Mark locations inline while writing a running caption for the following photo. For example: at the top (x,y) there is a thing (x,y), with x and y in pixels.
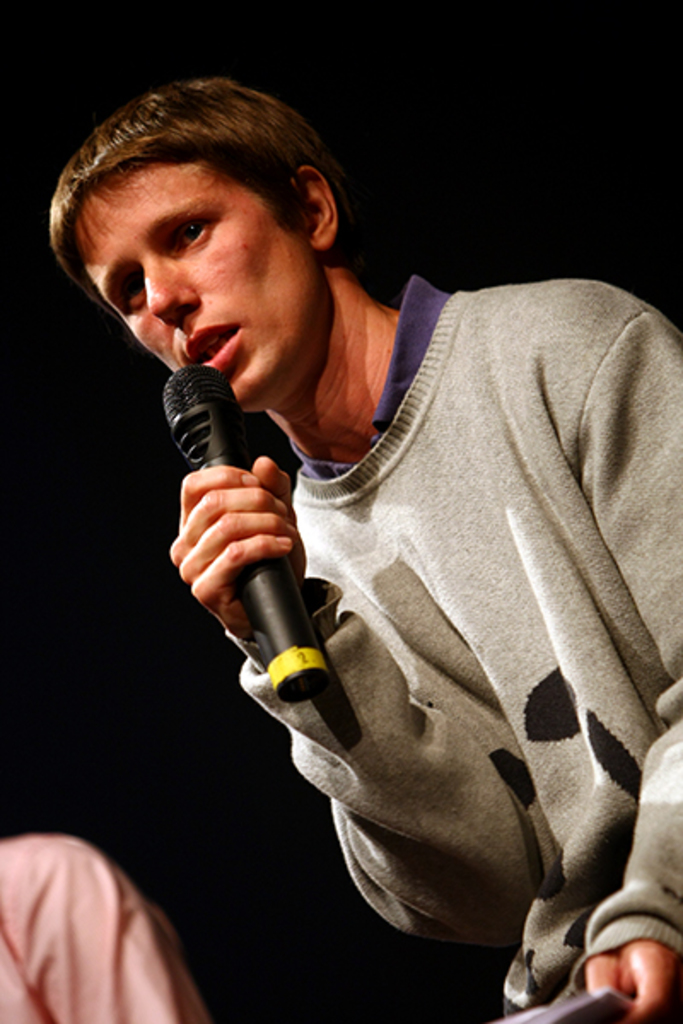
In this picture a man (415,411) is talking with the help of the microphone (281,611).
